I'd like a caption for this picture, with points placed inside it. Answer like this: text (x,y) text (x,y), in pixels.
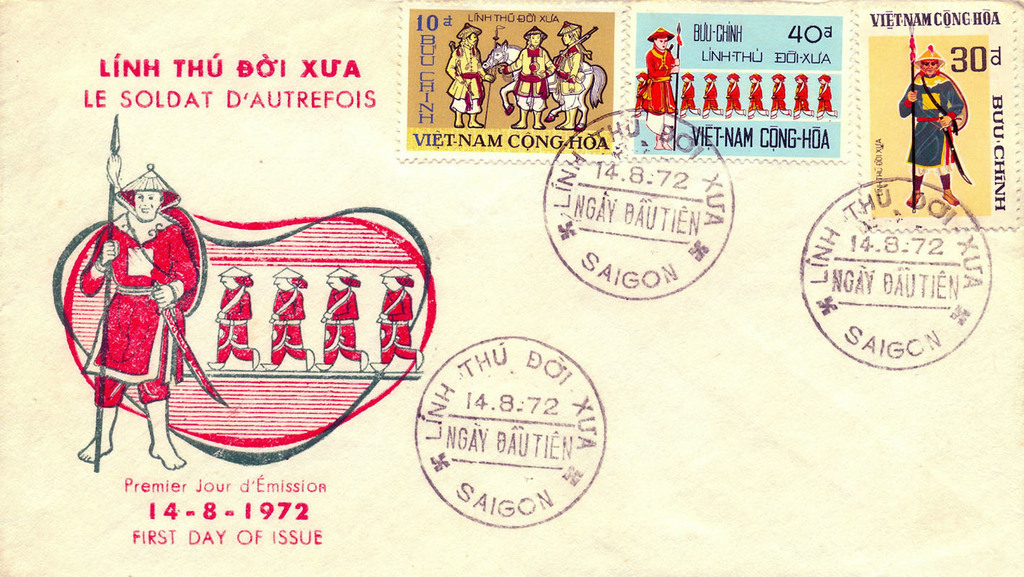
In this image there is a card (508,354). There are stamps (894,25), depictions (164,201) of persons (544,88), stamps (468,446) on it.
